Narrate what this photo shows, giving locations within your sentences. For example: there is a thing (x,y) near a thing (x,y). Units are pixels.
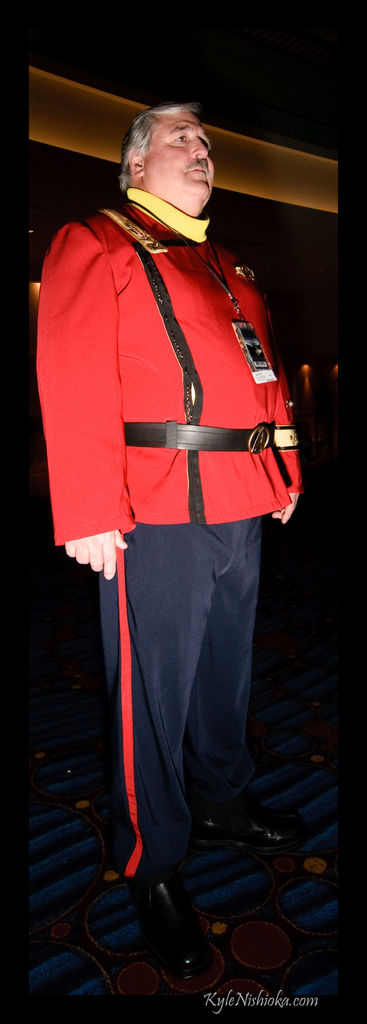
In this image there is a man (187,444) standing, he is wearing an identity card (265,352), there is a carpet (280,779) on the floor (280,766), there is the wall (308,169) behind the man (158,128), there is text (268,1002) towards the bottom of the image (258,994).
